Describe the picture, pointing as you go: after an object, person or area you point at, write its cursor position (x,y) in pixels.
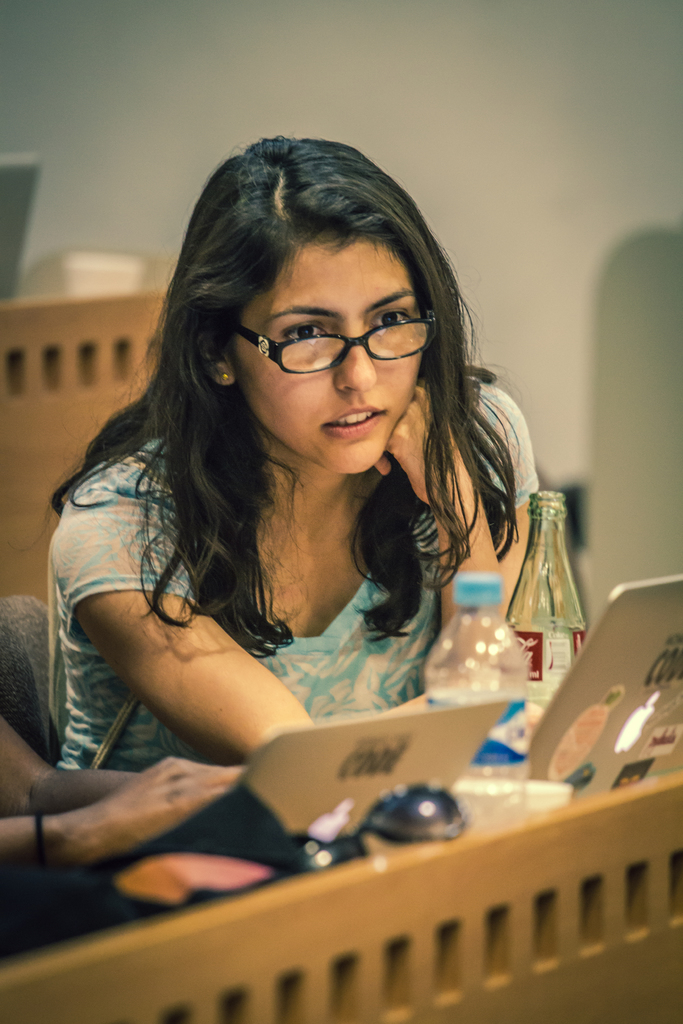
She is sitting on a chair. She is wearing a spectacles (320,365). She is wearing a beautiful blue color dress (379,673). There is a table (370,847). There is a bottle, cool drink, laptop (360,747) on a table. We can see in background (489,251) white color wall (460,209).
